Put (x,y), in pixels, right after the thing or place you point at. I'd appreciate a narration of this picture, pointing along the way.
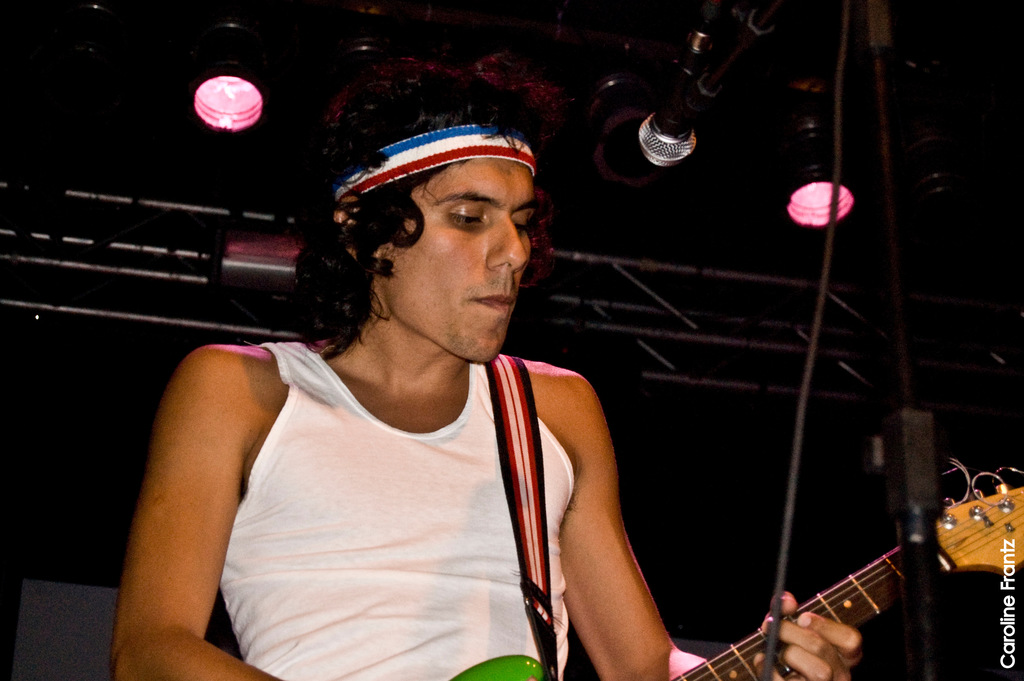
In this image there is a person (206,425) wearing a white color shirt (354,503) and holding a guitar (885,580) on his hand (792,640) and in front of him there is a mike (660,161) And his wearing a colorful band (427,146) on his head (423,133) and there are the some lights (228,118) visible background of him.
